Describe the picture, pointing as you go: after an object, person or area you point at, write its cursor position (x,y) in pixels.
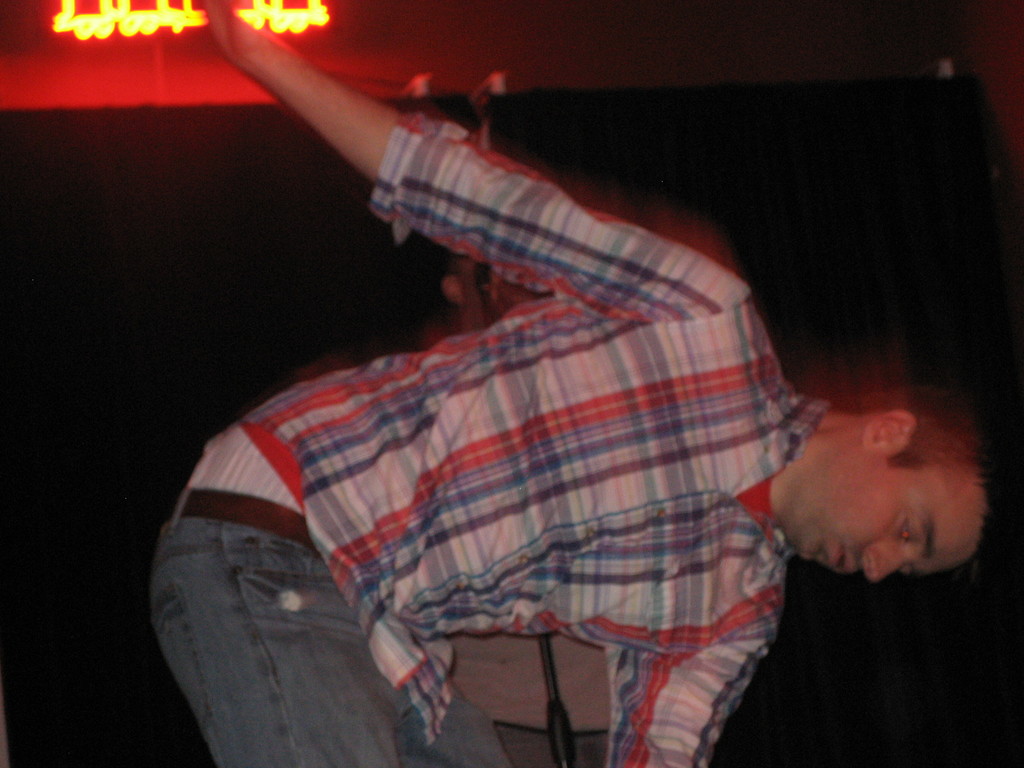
In this picture we can see a man (539,510), there is a light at the left top of the picture (315,29), we can see a blurry background (879,220).
